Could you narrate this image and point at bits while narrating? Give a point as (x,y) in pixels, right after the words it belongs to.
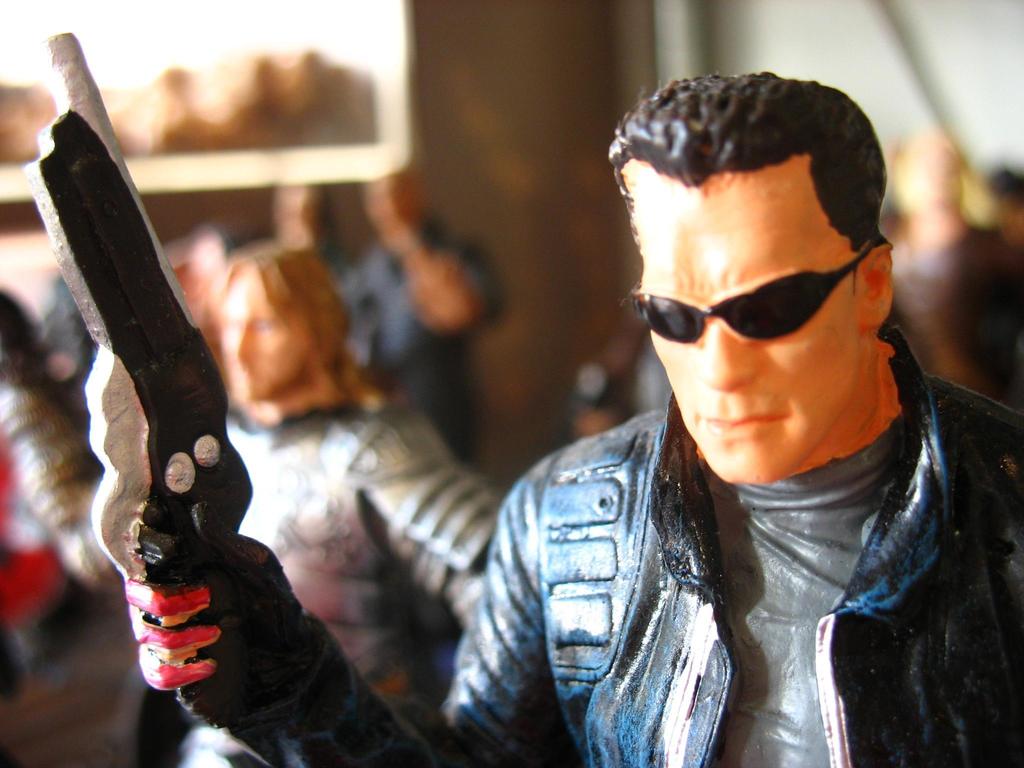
In this image, we can see depiction (571,489) of a person (703,492). In the background (206,177), image is blurred.
